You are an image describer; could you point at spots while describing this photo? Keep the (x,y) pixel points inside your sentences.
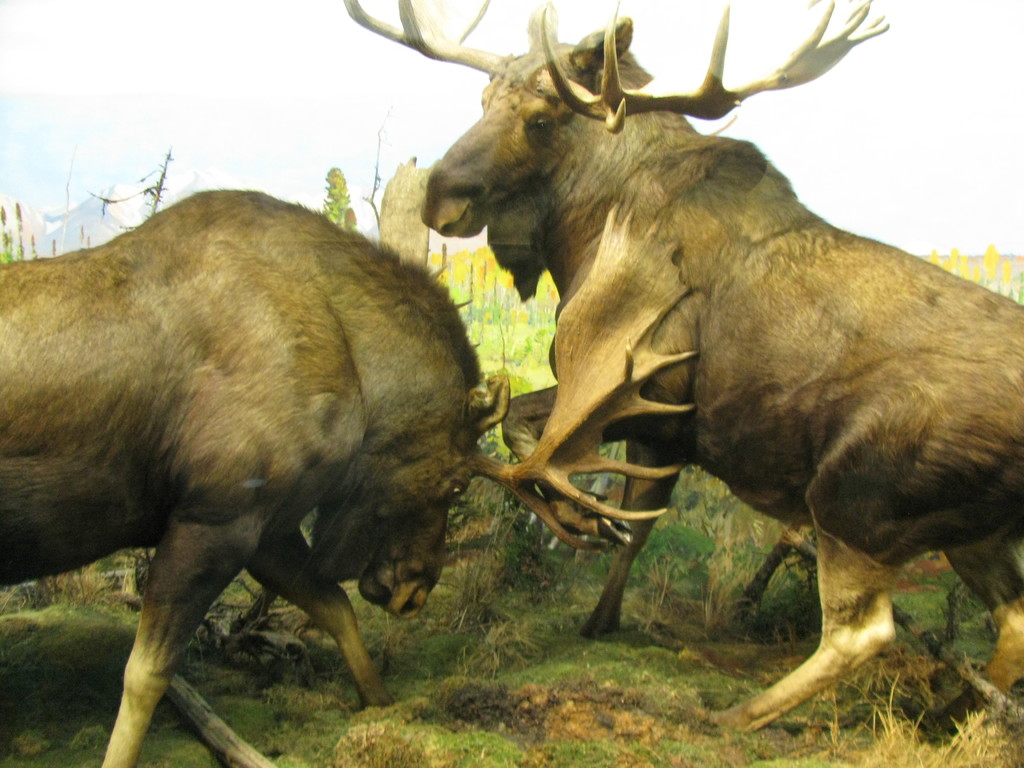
In this image we can see animals (264,436) fighting with each other.
